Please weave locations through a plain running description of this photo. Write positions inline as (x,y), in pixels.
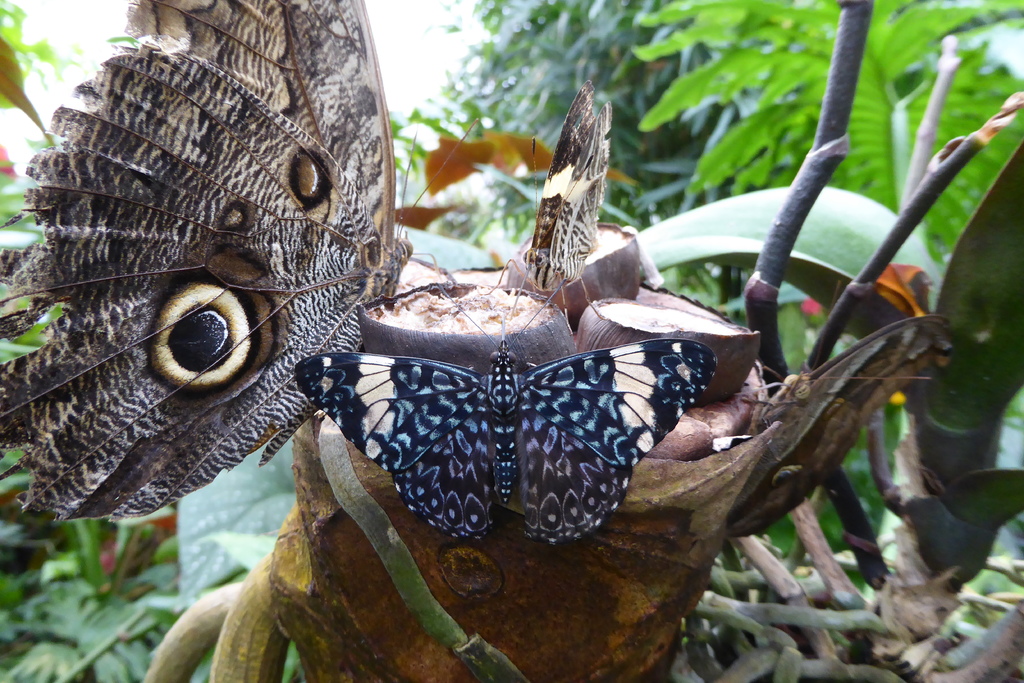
In this picture we can see there are butterflies (330,356) on the plant (329,518). Behind the butterflies (297,322), there are trees (733,148).
